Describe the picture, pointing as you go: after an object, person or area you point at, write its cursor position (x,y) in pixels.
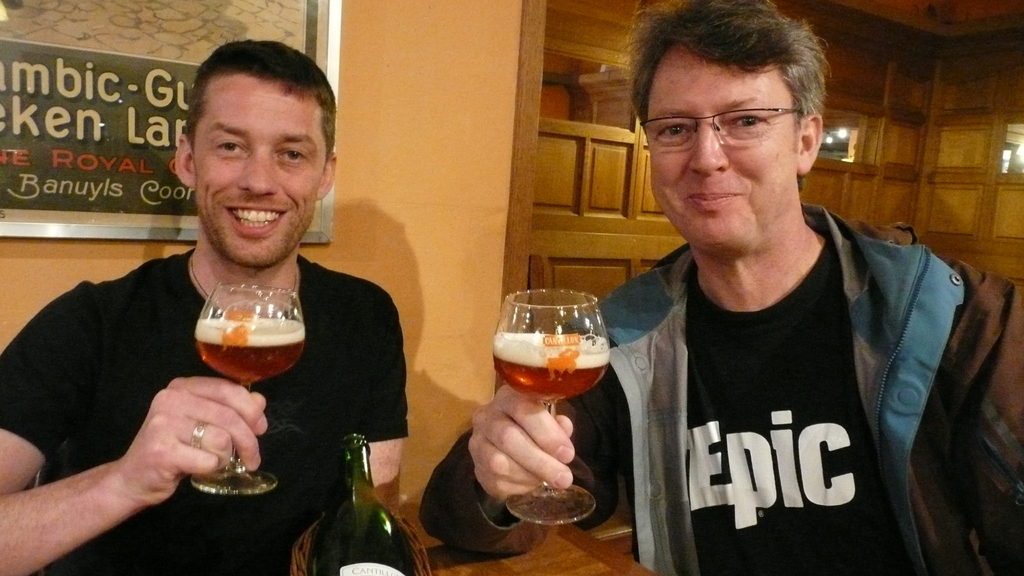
On the background (443,115) there is a board (320,39) over a wall (433,194). Here we can see desk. We can see two men (649,293) holding drinking glasses (522,370) in their hands (515,405) and smiling. This man (676,96) wore spectacles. This is a bottle (381,507) on the table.
